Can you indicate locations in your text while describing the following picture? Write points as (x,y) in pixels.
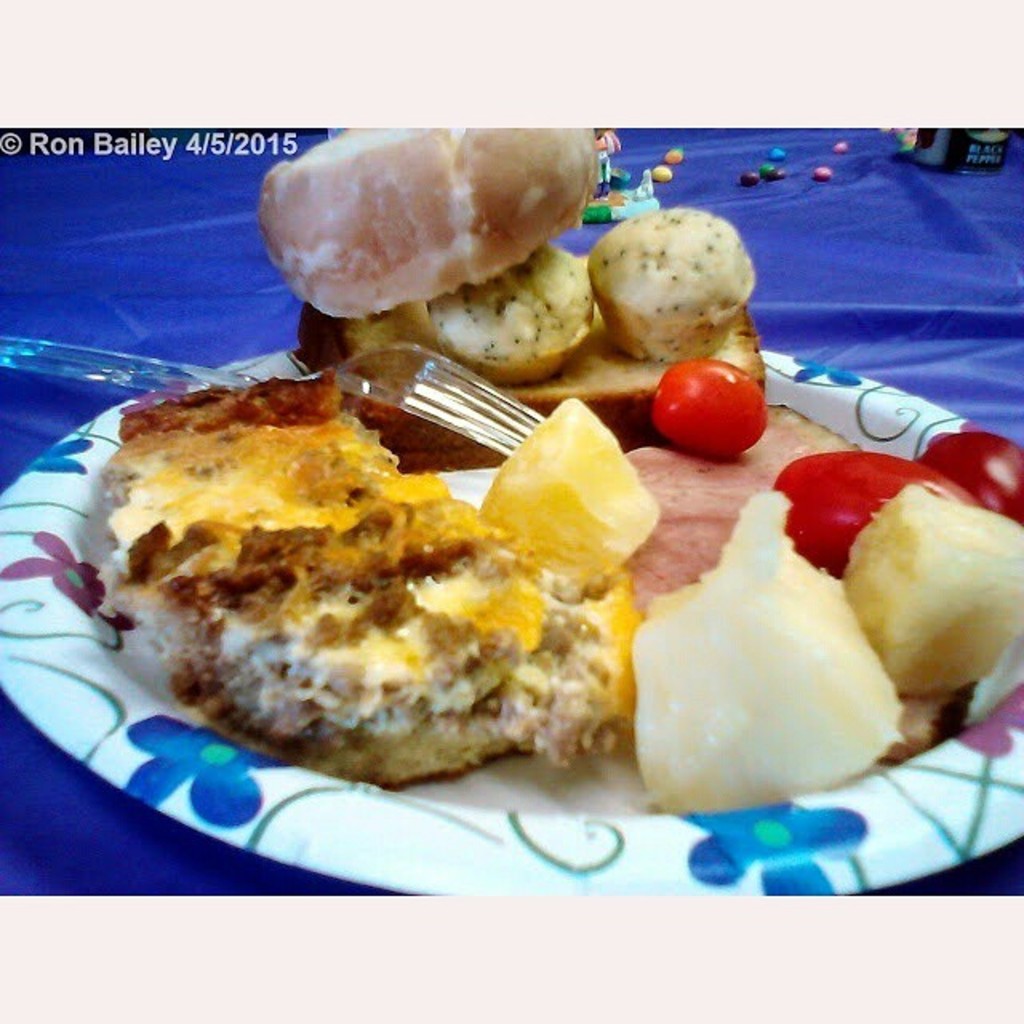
In this image we can see food (720,610) in the plate (412,395). There is a cloth (834,314) below the plate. There are few objects (972,148) on the cloth (724,177). There is a fork (413,379) in the image.
